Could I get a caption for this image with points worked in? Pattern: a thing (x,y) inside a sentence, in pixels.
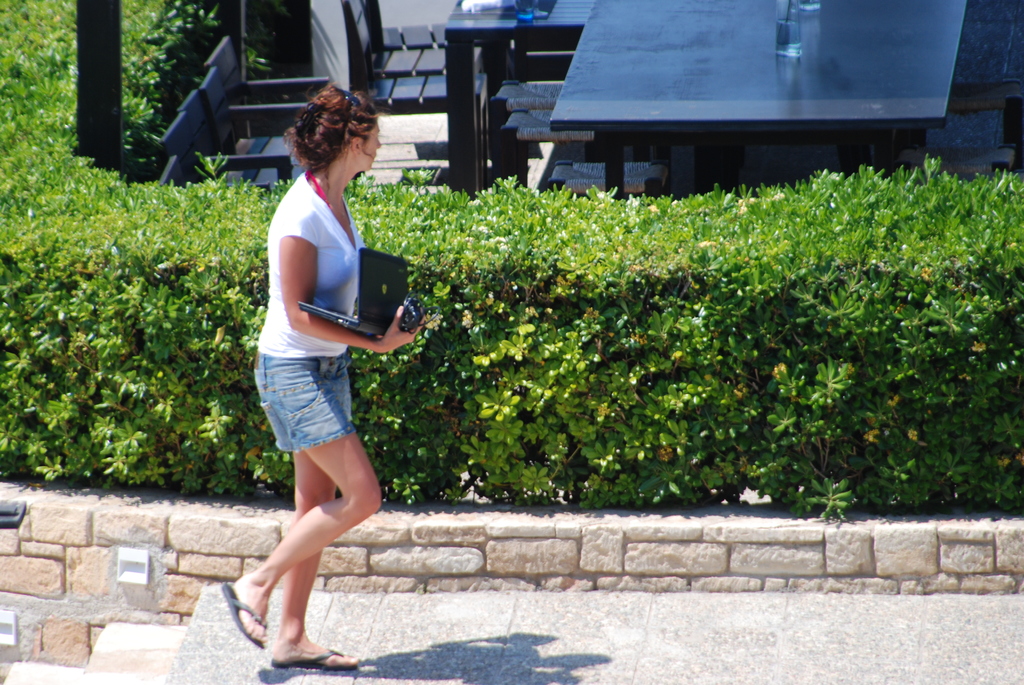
In this picture we can see a woman (300,329) in the white t shirt (288,355). She is walking on the walkway (244,646) and holding a laptop (352,317) and an object (407,317). Behind the woman (321,280) there is a hedge (571,224), chairs (271,113) and some objects (715,36).
